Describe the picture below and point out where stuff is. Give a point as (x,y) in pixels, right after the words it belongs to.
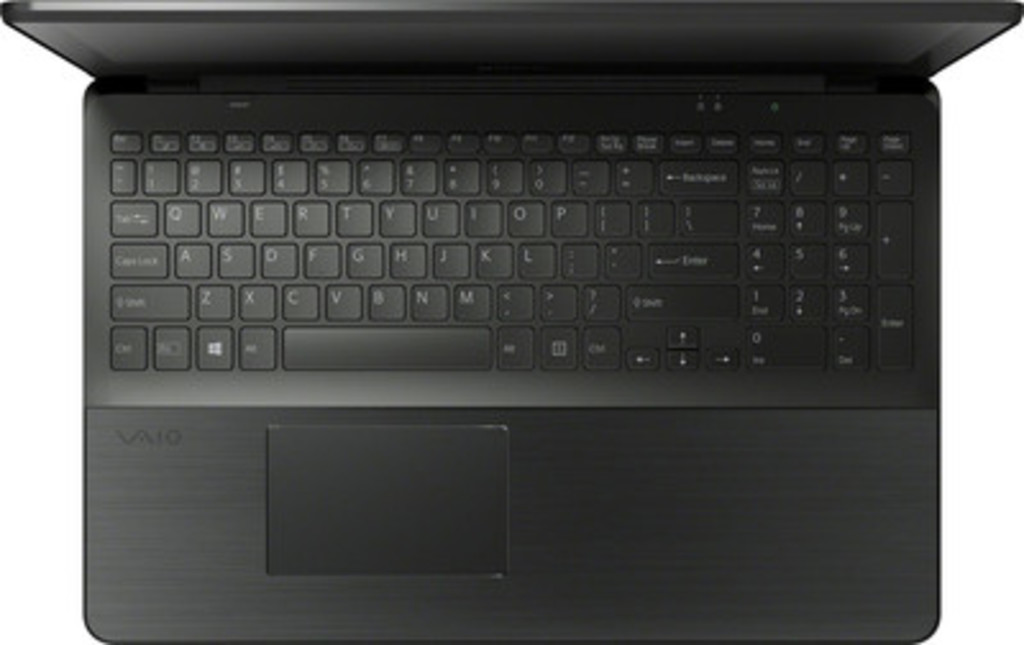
In this picture we can see a laptop (820,12).
